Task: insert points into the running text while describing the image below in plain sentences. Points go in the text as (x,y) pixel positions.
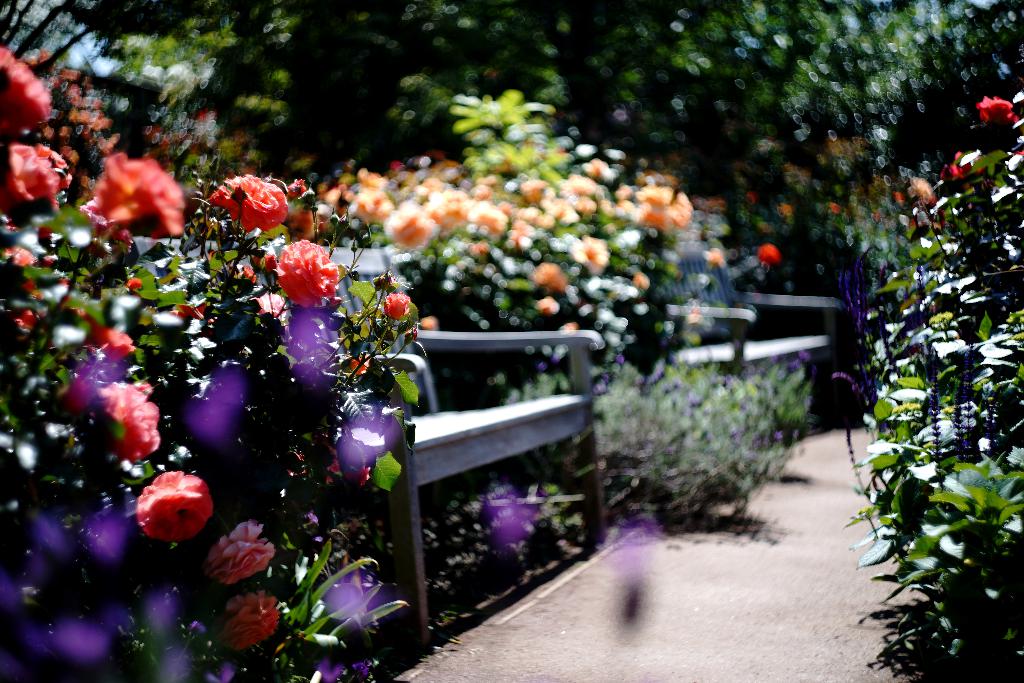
In this image we can see plants (995,292), flowers (199,309) and trees (356,78). At the bottom (552,643) there are benches (400,552) and we can see a walkway (742,613).
